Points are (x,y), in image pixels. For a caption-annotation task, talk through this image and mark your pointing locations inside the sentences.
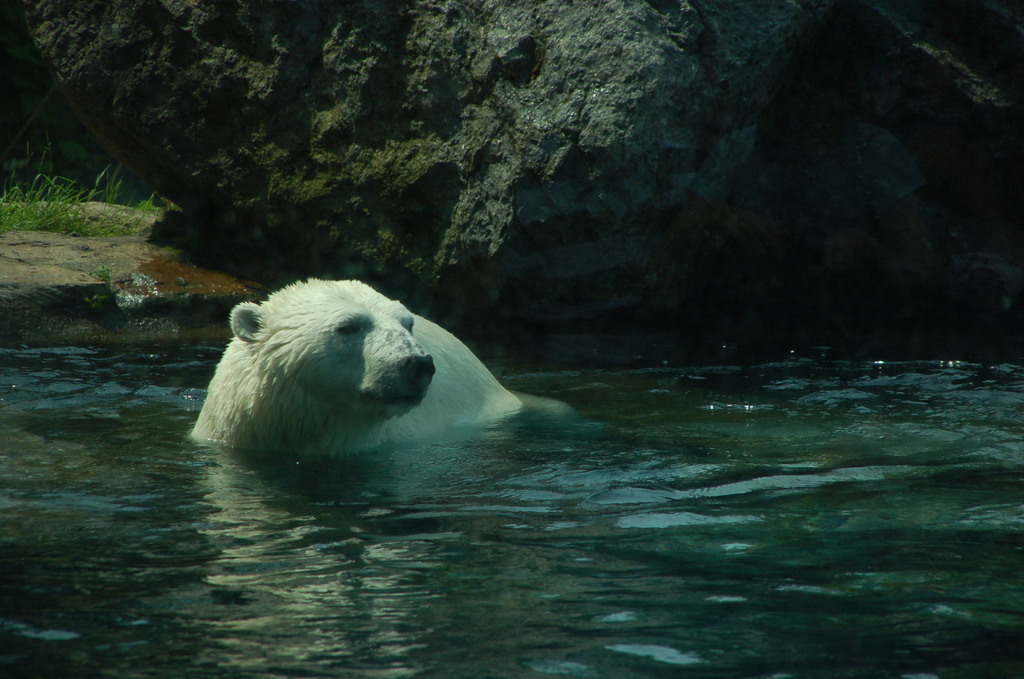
This image consists of a white polar bear (285,421) in the water (393,555). At the bottom (386,609), there is water (243,628). In the background (577,96), there is a rock (225,151). To the left (23,224), there is green grass (46,215).
